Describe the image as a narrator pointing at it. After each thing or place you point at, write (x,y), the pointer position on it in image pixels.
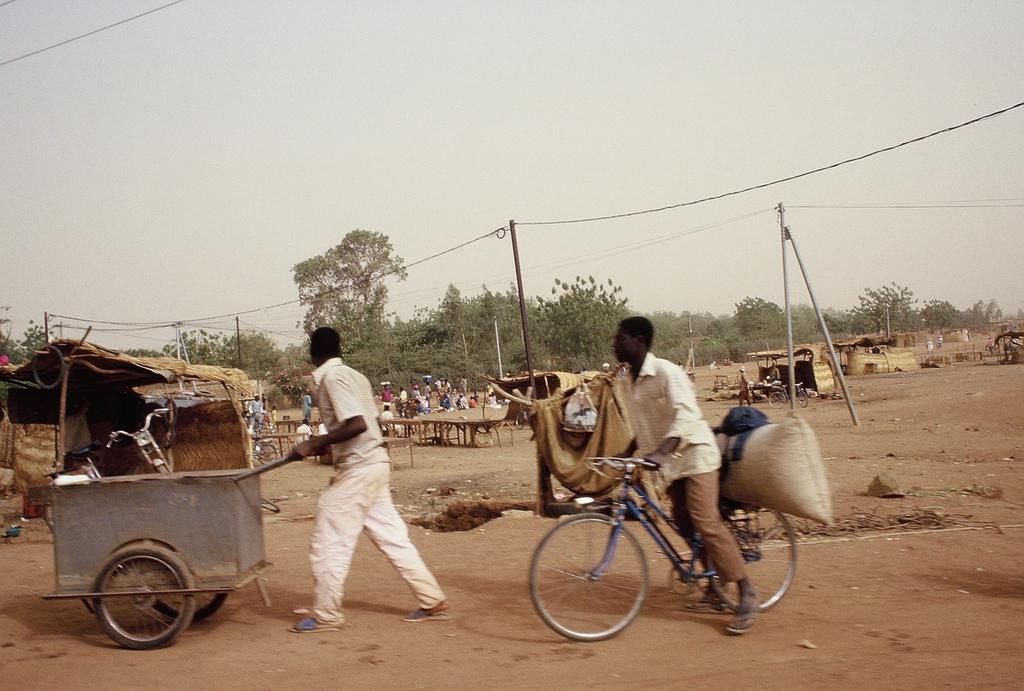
This picture describes about group of people (295,452) few are seated on the chair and few are walking, a man (633,374) is riding a bicycle (573,517), in the background (143,400) we can see a hut (36,389), poles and couple of trees (537,334).
